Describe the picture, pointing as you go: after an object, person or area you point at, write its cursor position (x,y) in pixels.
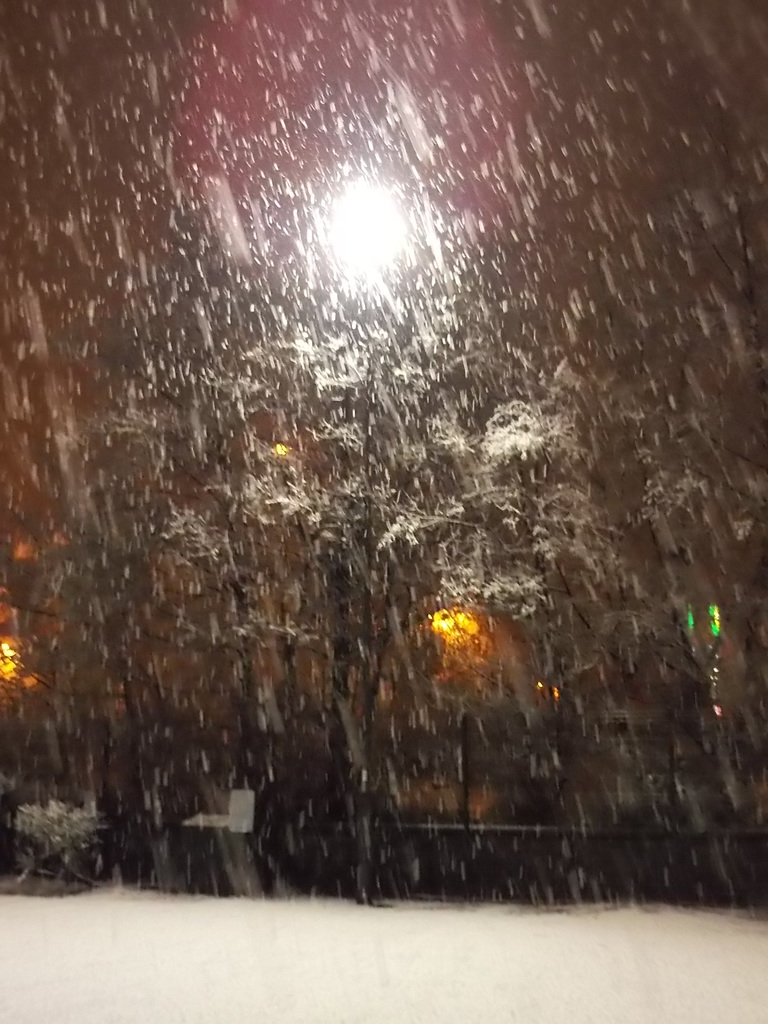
In this picture we can see trees (161,577), snow (322,914), lights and some objects (613,737).
